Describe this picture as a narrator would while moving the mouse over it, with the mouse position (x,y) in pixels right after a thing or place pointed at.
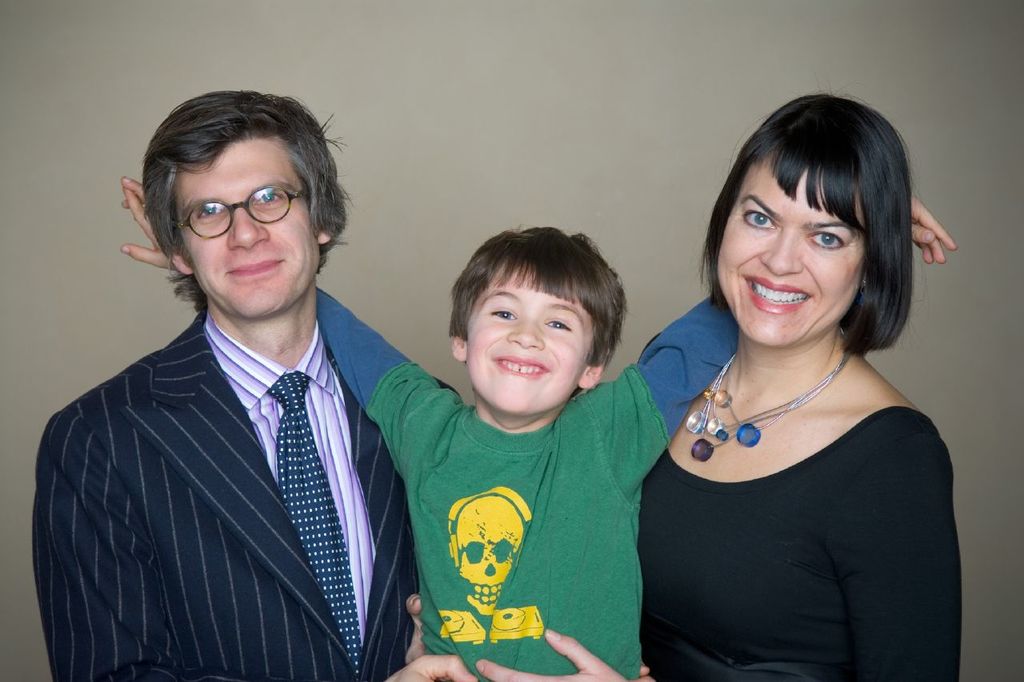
In this image I can see a three people (769,331) smiling. The woman (774,344) is wearing black top (799,607), man (191,507) is wearing black coat (236,470) and child (492,463) is wearing yellow, green and blue color. Background (644,64) is in grey color.
